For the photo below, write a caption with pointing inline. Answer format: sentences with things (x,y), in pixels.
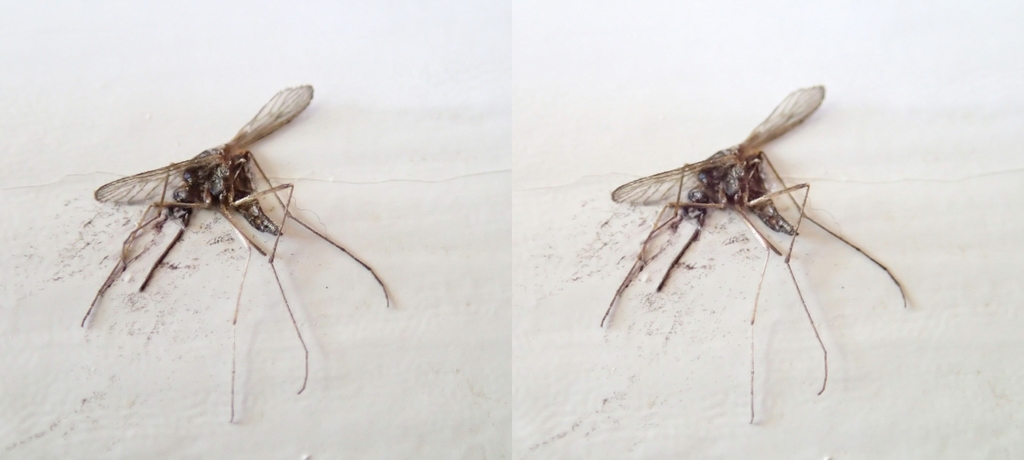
In this picture I can see two frame (429,337). In the frames (696,123) I can see the mosquito (230,158) which is dead.
